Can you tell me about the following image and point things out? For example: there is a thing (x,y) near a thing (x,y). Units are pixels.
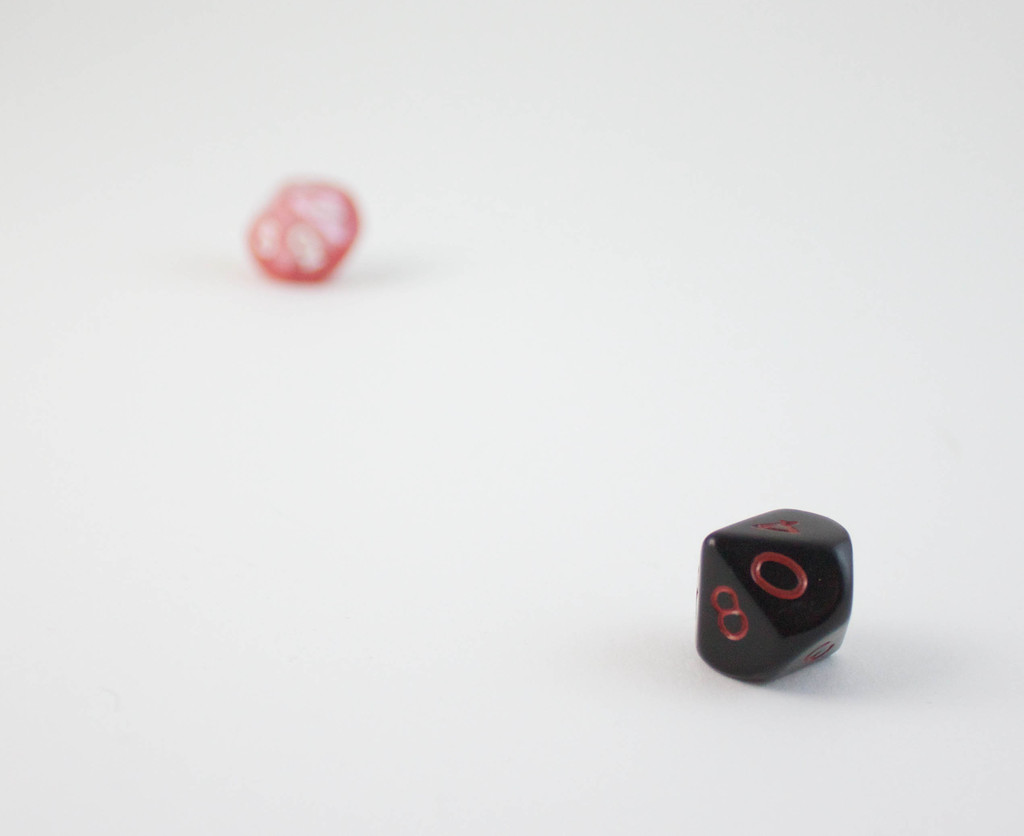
In this picture we can see two objects (258,226) on the white surface (632,534).
